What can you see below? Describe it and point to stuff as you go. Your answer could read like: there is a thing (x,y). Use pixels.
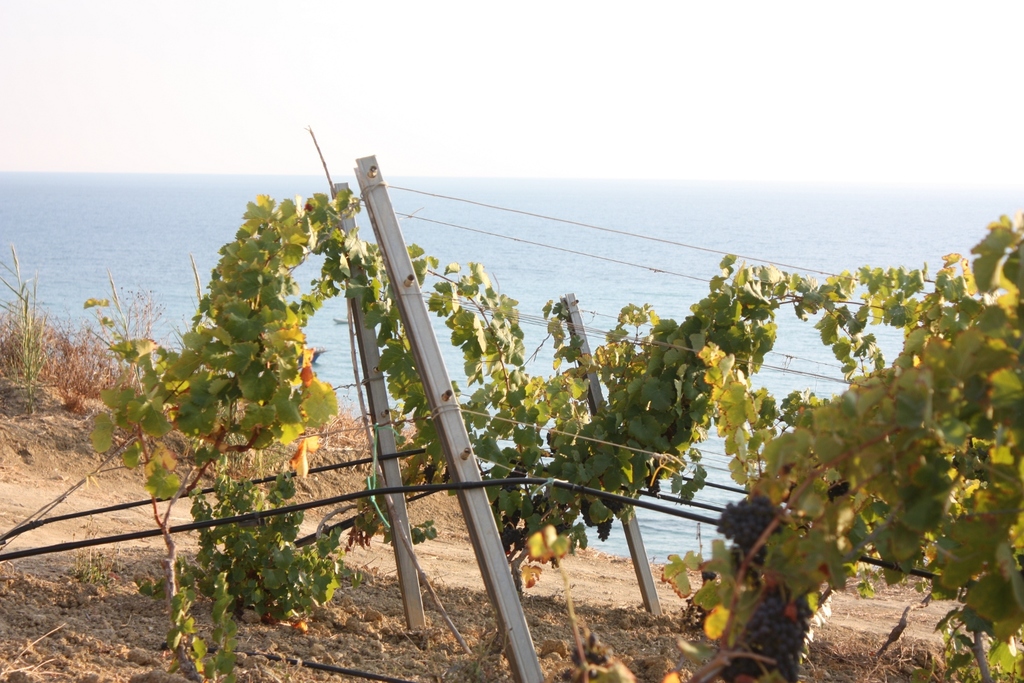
There are poles (369,166), which are attached to the threads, near plants (556,416), on the ground (68,629). In the background (368,449), there's grass (17,335) on the ground (88,429), near ocean (671,183) and there is sky (160,100).
